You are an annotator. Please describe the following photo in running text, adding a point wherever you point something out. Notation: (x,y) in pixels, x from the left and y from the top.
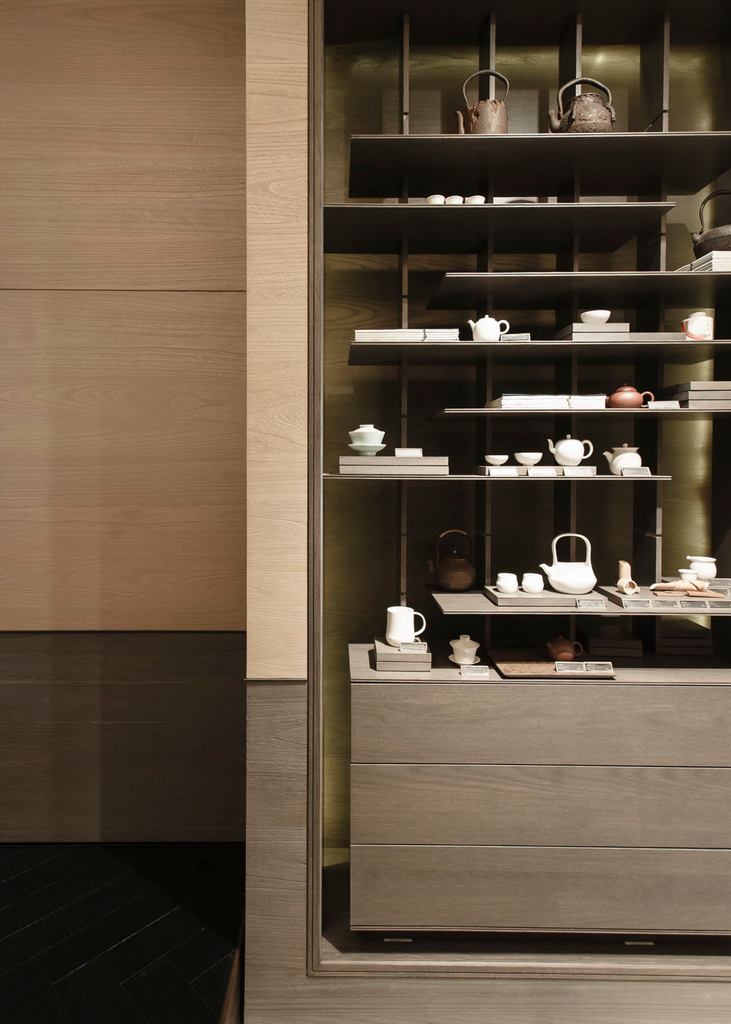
In this image there is a rack (567,805) and we can see teapot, cups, books (537,393) and some objects (630,583) placed in the rack (555,804). In the background (138,413) there is a wall (193,699).
